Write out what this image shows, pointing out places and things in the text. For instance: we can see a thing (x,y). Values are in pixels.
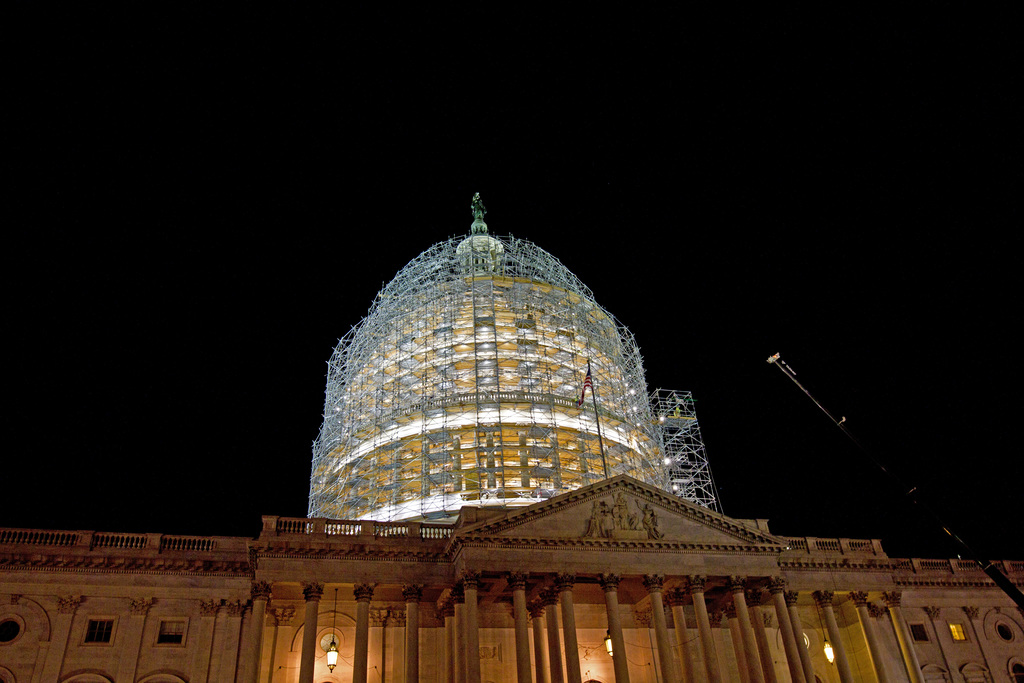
In this image there is a building (488,580) in the bottom of this image (486,589) and there is a tower (524,415) as we can see in middle of this image (523,411). There is a sky (171,258) in the background (339,172).
